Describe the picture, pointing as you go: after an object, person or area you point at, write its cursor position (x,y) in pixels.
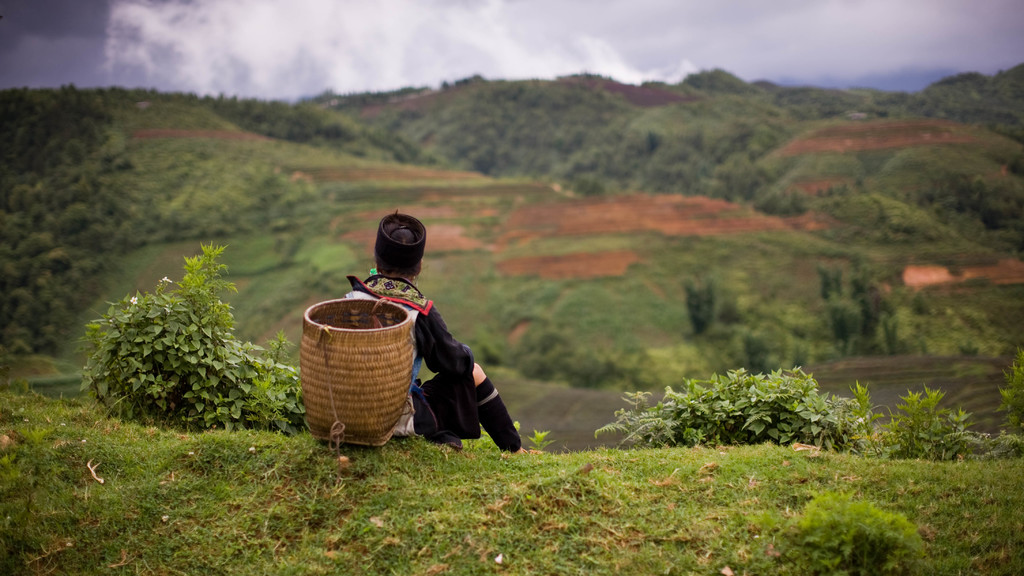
In this picture we can see a woman (426,394) sitting on the grass (298,492) besides a plant (225,361) with the basket (358,374). She wear a cap (383,238). On the background (189,175) we can see many trees (672,171). And this is the sky (68,48) with heavy clouds (350,44).
